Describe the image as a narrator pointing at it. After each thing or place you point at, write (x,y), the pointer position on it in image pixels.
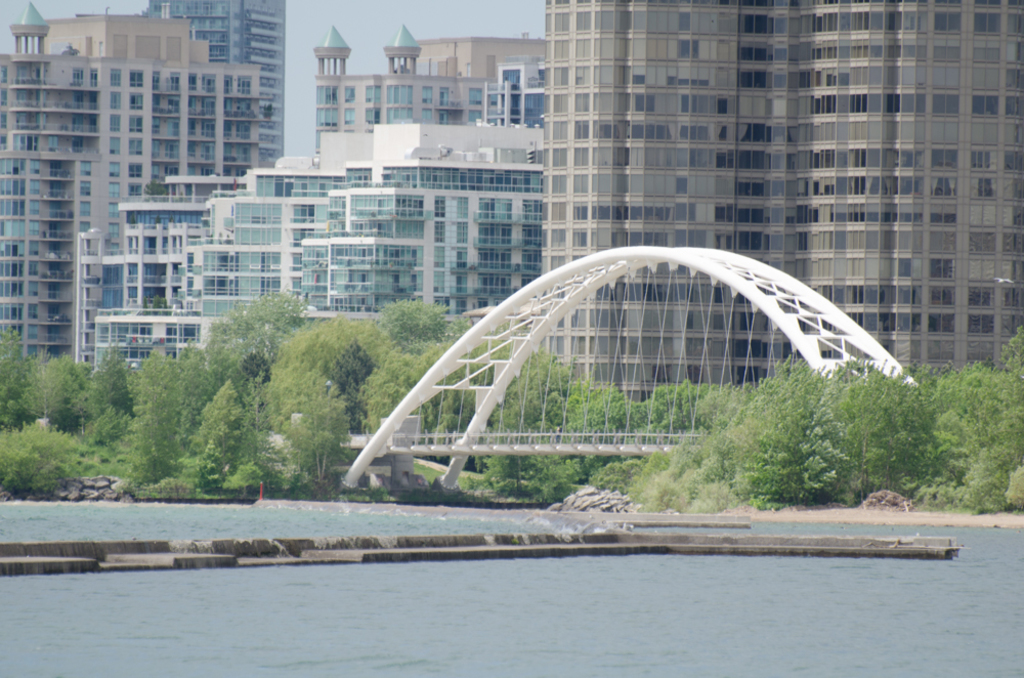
In front of the image there is water (593,574). There are rocks (620,496), trees (176,481), buildings (358,273) and a bridge (463,453). At the top of the image (323,14) there is sky (303,18).
